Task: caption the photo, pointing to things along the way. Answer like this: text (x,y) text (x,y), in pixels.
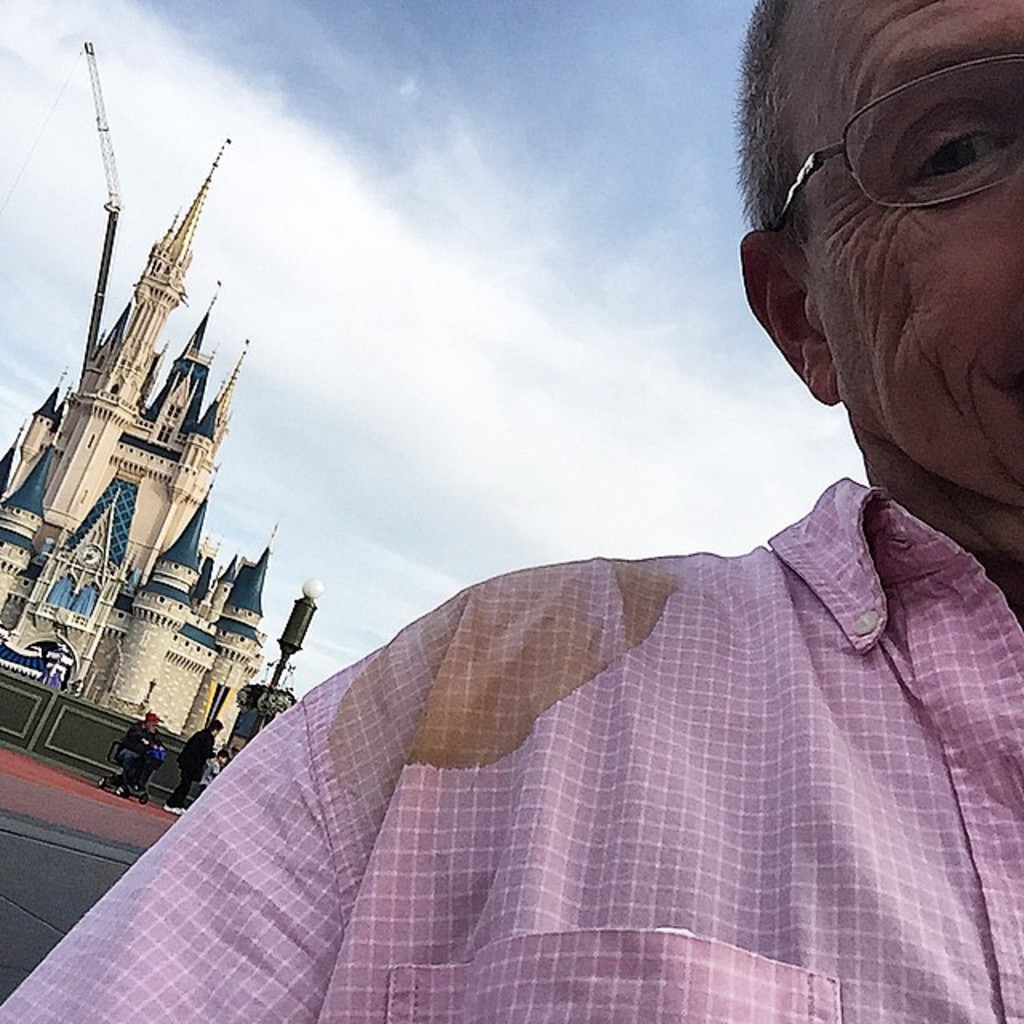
In this picture we can see old man (729,641) who is wearing spectacle (982,151) and pink color shirt (915,921). On the left (216,438) background (135,663) we can see castle (181,228). Here we can see a crane (97,323). On the bottom left (217,772) we can see two persons (195,748) who are near to the street light (305,597). On the top (491,231) we can see sky (493,111) and clouds (6,230).
